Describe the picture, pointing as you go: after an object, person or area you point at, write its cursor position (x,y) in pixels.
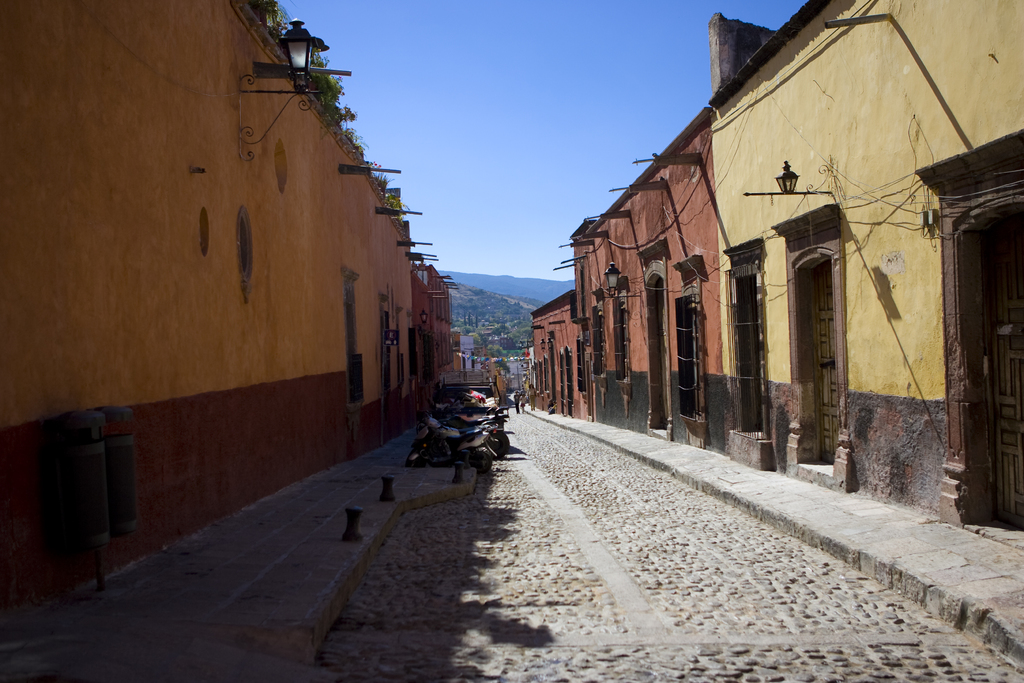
In this image there is a empty road (519,459) where so many bikes (488,443) are parked, beside that there are so many buildings (956,518) and also there is a building (669,324) in front of that.
